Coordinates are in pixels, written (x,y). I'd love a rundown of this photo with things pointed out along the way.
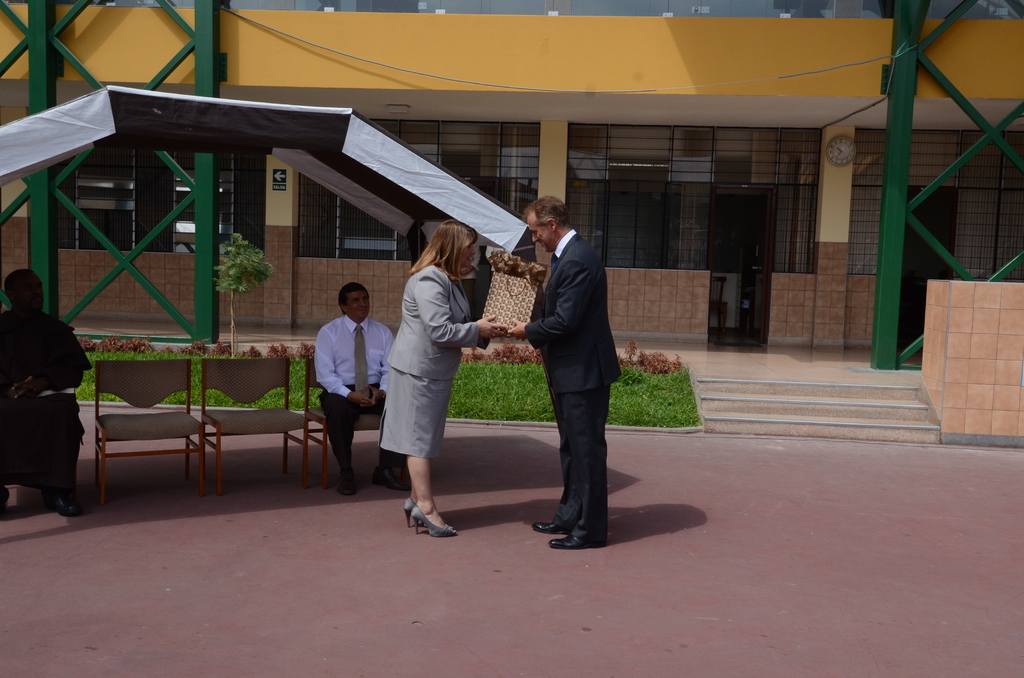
This image is taken outdoors. At the bottom of the image (152,581) there is a floor (680,517). In the background (600,116) there is a building (783,67) with walls (817,215), windows (688,248) and doors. There are a few iron bars (25,29) and there is a plant (231,336). There is a ground (633,387) with grass (463,366) on it. On the left side of the image (53,129) there is a tent (338,121). Two men (362,339) are sitting on the chairs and there are two empty chairs (224,425). In the middle of the image (409,433) a man (559,346) and a woman (429,434) are standing on the floor (496,541) and they are holding a cover (501,277) in their hands (524,327).
